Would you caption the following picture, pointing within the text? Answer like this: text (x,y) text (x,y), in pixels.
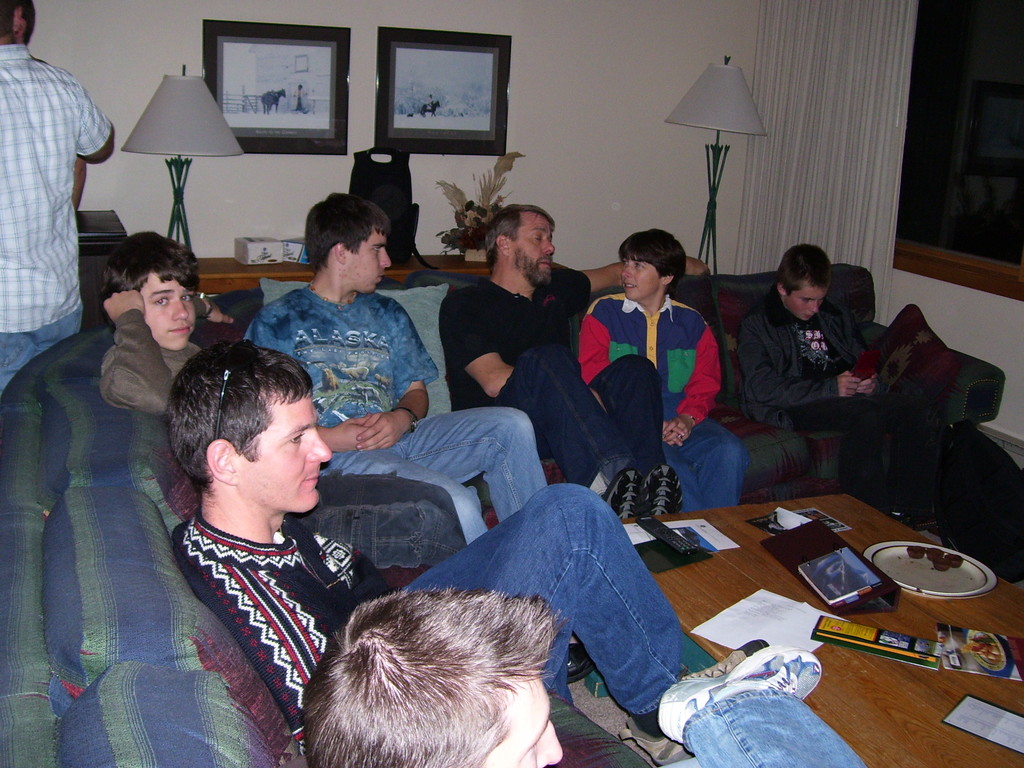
In this picture, we can see a few people (317,573) sitting on sofa (73,523) and among them one person (65,94) is standing, and we can see the wall (993,318) with some objects (425,120) like photo frames (280,105), windows (1009,225), curtain (880,203), we can see lamps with poles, we can see desk (439,262) and some objects (481,251) on it, table (930,606) and some objects (828,546) on it like plate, and papers (799,618).
